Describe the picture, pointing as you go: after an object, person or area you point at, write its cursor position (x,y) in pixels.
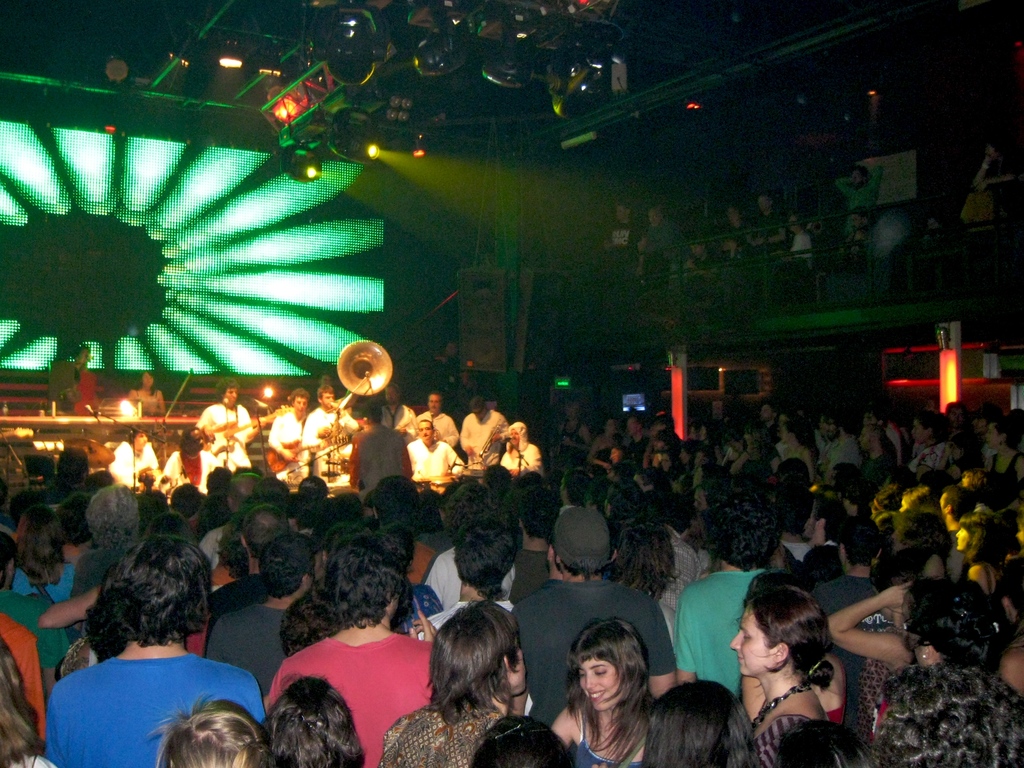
We can see group of people (584,471) and we can see musical instruments (365,383). In the background (77,271) we can see screen (111,144). Top we can see focusing lights (392,105).
